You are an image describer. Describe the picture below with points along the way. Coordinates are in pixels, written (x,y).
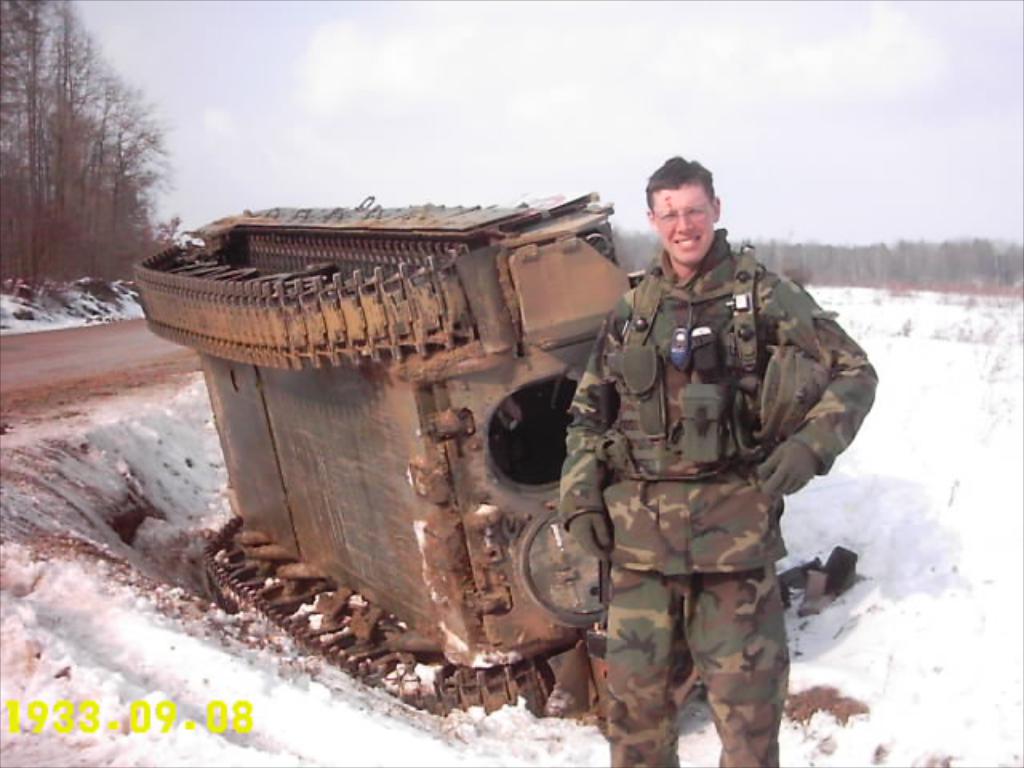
This image is taken outdoors. At the top of the image (522,136) there is a sky (775,127) with clouds (625,131). In the background (888,261) there are many trees (43,261). At the bottom of the image (376,728) there is a ground (920,640) covered with snow (93,483). In the middle of the image (591,460) a man (665,360) is standing on the ground (141,435) and there is a tanker (327,278) on the ground (494,734).
